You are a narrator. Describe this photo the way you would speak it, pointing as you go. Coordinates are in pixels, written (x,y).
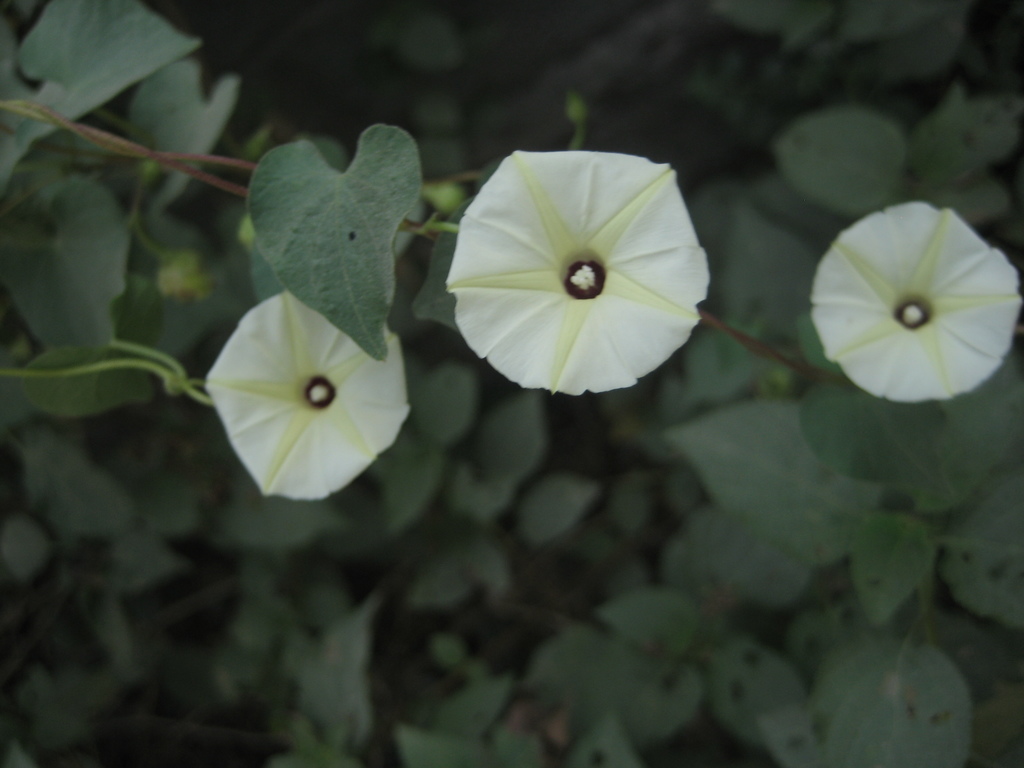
In this image we can see a group of plants (385,312) and there are few flowers (525,341) to the plants (205,397).
